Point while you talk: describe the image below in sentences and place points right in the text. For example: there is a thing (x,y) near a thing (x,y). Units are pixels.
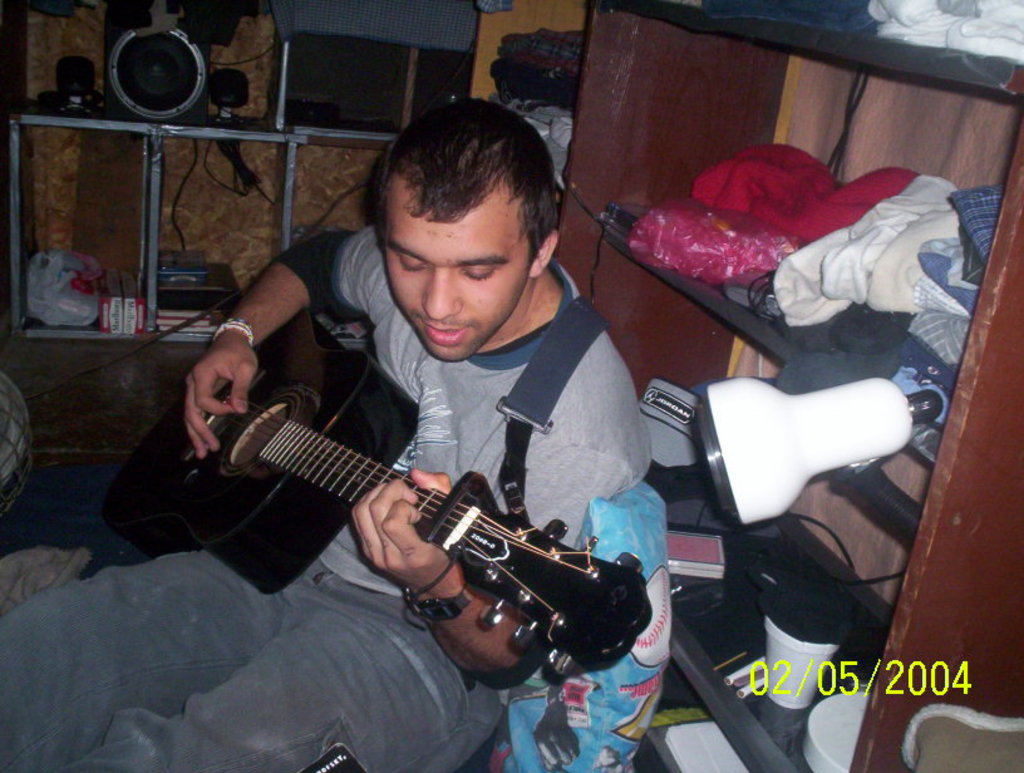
In this picture we can see a man (459,590) is sitting and playing a guitar (521,607), on the right side (726,315) there are some shelves (727,309), we can see some clothes (936,305) present on these shelves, we can also see shelves (194,129) in the background (180,108), there are some boxes (141,317), speakers (154,88) and other things (181,286) present on these shelves (112,125), we can see a pillow (618,666) in the middle (599,510).
